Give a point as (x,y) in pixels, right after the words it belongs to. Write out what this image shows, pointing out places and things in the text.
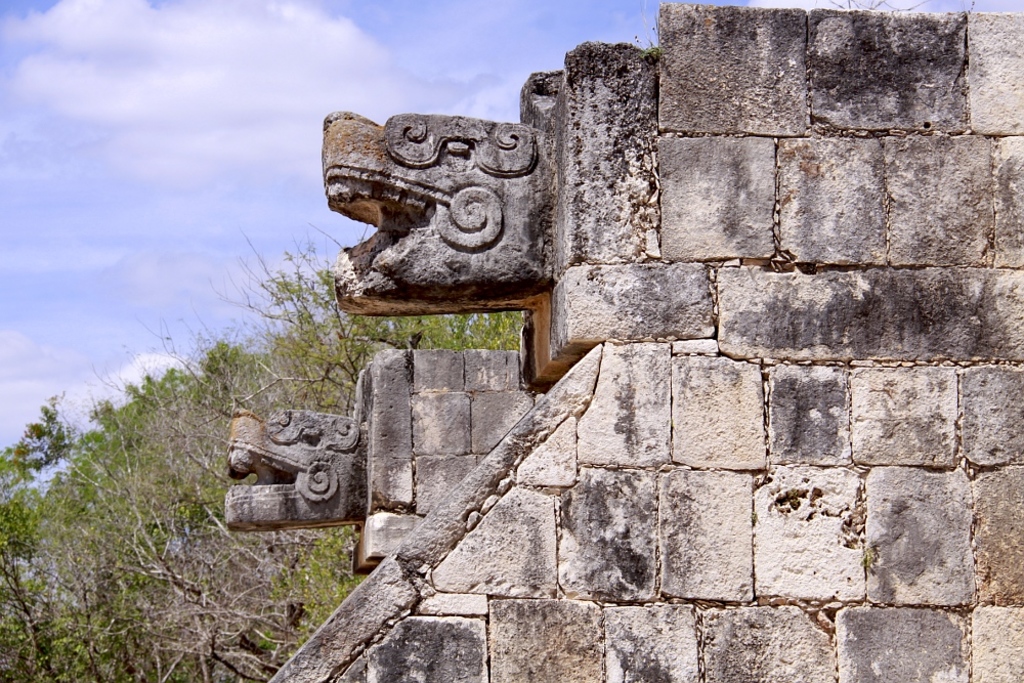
This picture is taken from outside of the city. In this image, on the right side (945,312), we can see a wall (937,329) which is made of stones (941,309). In the middle of the image (374,292), we can see some sculptures (417,233). In the background (29,670), we can see some trees (234,584), plants (235,658). At the top (198,38), we can see a sky (198,49) which is a bit cloudy.
